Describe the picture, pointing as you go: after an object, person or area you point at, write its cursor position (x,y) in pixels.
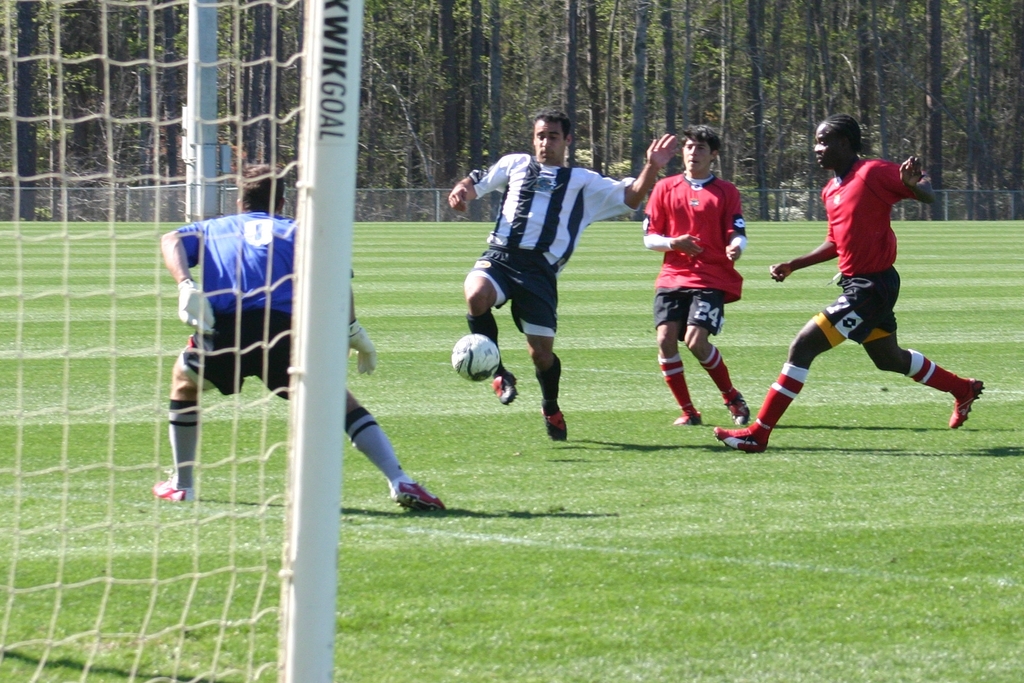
In this Image I see 4 men (732,443) who are wearing different colors of jersey (509,171) and they're on the grass (951,284) and I see a ball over here, I can also see a net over here and In the background (983,67) I see the trees (999,177).
